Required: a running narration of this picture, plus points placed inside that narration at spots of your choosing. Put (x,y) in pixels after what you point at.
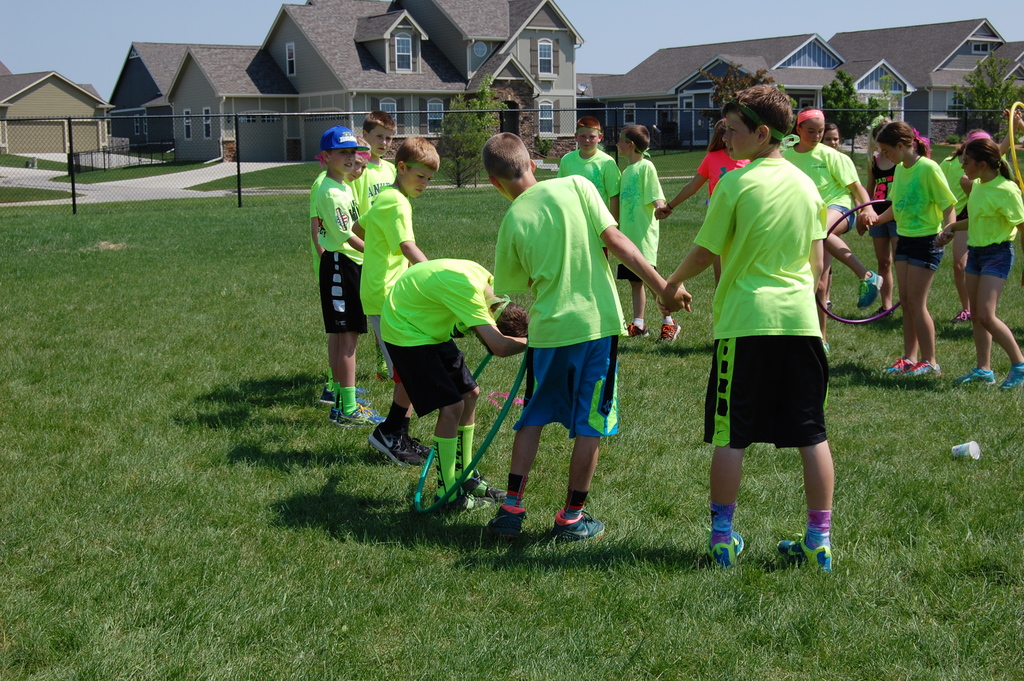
In this image there are few people (560,272) playing with rings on the surface (302,566) of the grass (537,540). In the background (599,117) there is a net fence (599,117), buildings (717,64), trees (459,123) and the sky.
